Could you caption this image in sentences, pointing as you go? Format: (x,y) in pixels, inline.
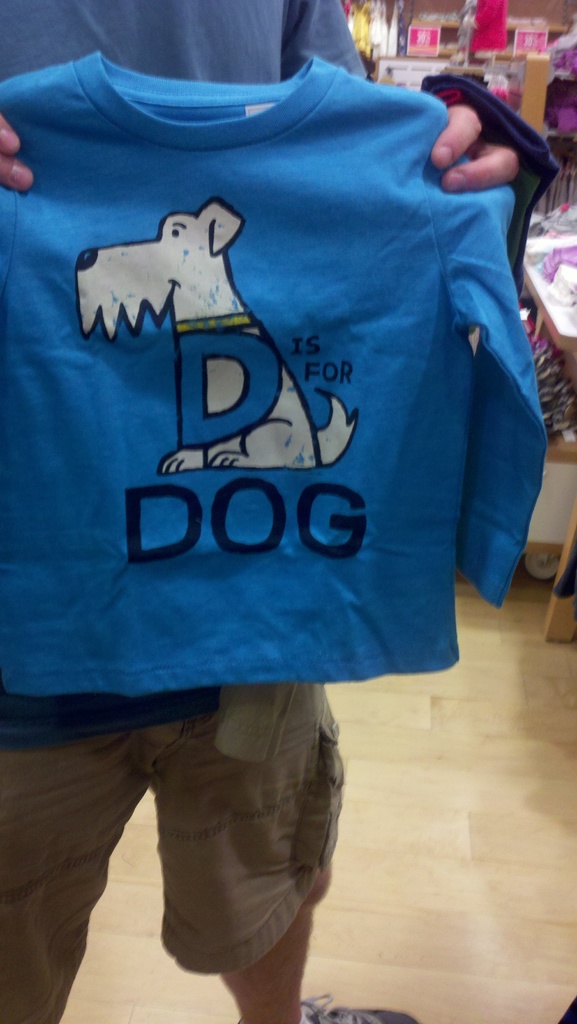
In this picture there is a person (236,71) standing and holding clothes (505,420). In the background of the image (572,189) we can see clothes (490,44), boards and objects (544,385).
